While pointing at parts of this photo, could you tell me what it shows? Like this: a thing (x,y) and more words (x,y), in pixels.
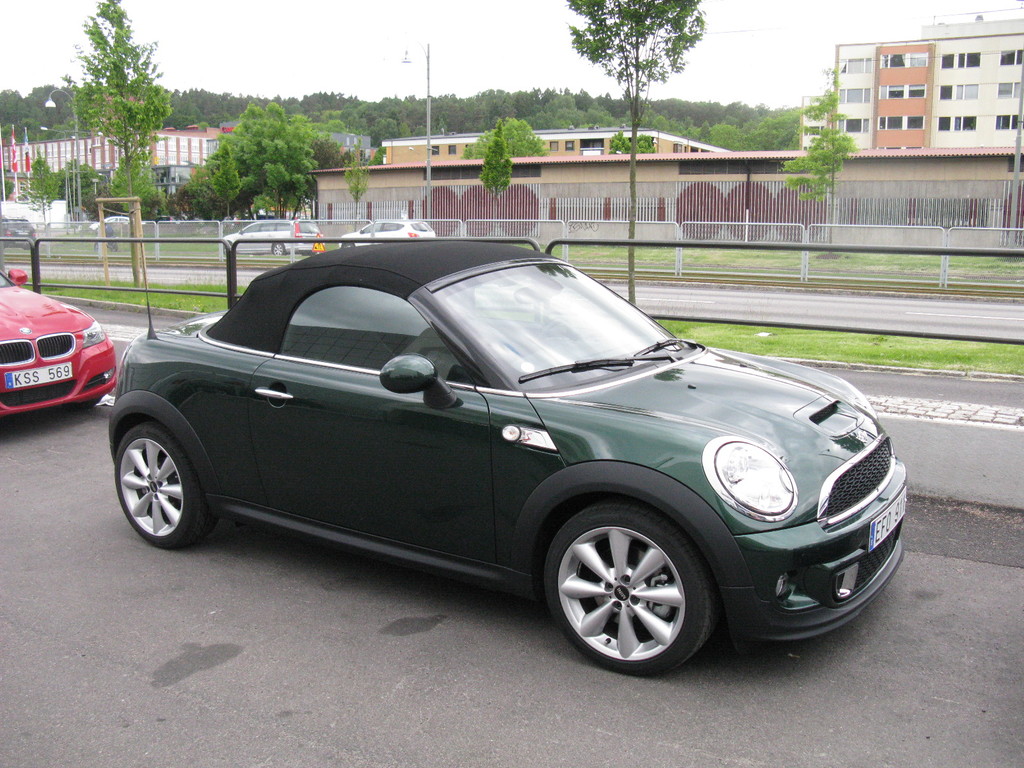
In the center of the image (499,431) we can see some vehicles (454,291). In the background of the image (774,171) we can see buildings (466,181), trees (105,97), barricades (531,224), fencing (418,217), poles (427,217), electric light poles (53,106). At the bottom of the image (399,669) we can see the road (397,641). In the middle of the image (681,328) we can see the grass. At the top of the image (413,44) we can see the sky (419,26).
